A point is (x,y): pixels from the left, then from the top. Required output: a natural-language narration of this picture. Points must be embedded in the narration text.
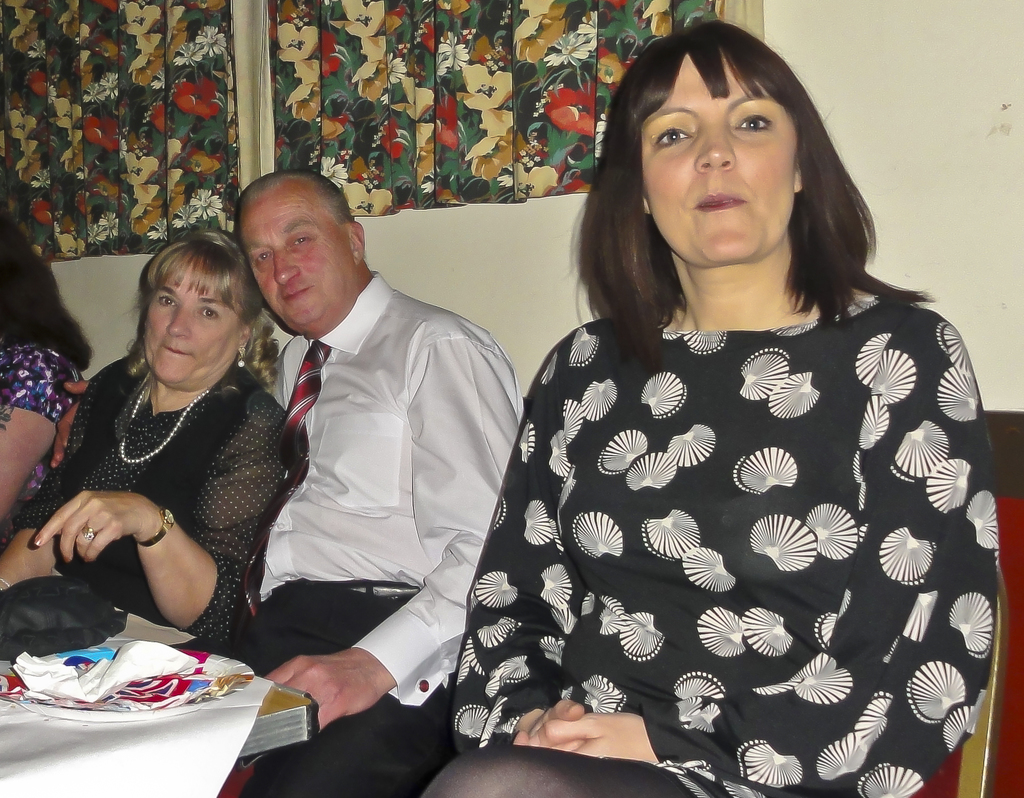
In this image I see 2 women (549,780) and a man (344,791) and I see that all of them are sitting and I see a person (85,344) over here and I see that this man (352,579) is wearing white shirt (477,359) and black pant (310,595) and I see a tie (309,382) over here and in the background (943,162) I see the wall (565,287) and I see the colorful curtains (409,179) over here and I see that this woman (220,472) is wearing black dress (226,466) and this woman (668,421) is wearing black and white dress (647,465) and I see a table (232,693) over here on which there is white cloth (25,779) and I see a black color thing (90,611) over here.
